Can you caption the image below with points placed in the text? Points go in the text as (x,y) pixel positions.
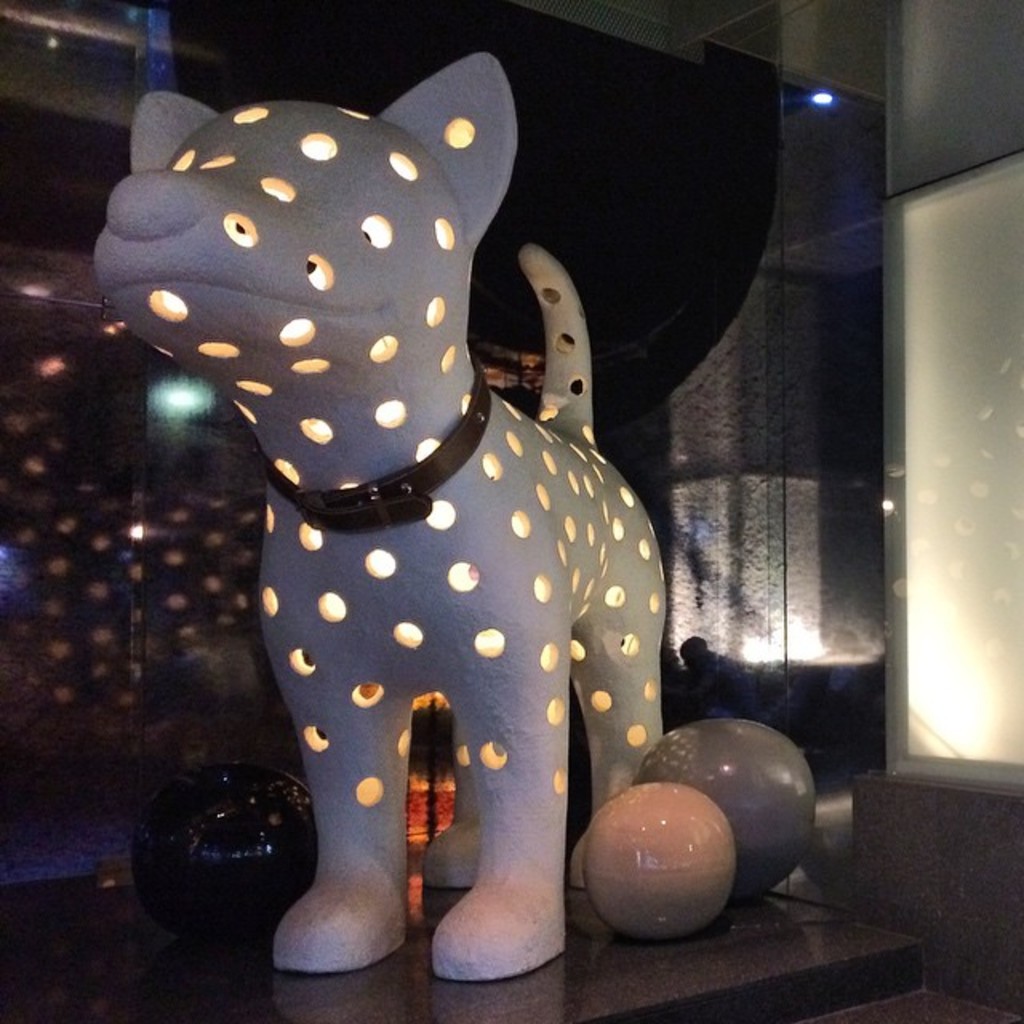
In the picture we can see a dog's structure (408,258) on the floor (546,990), to it we can see the holes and inside it we can see light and behind it we can see a wall (862,136) with a light (817,101).
